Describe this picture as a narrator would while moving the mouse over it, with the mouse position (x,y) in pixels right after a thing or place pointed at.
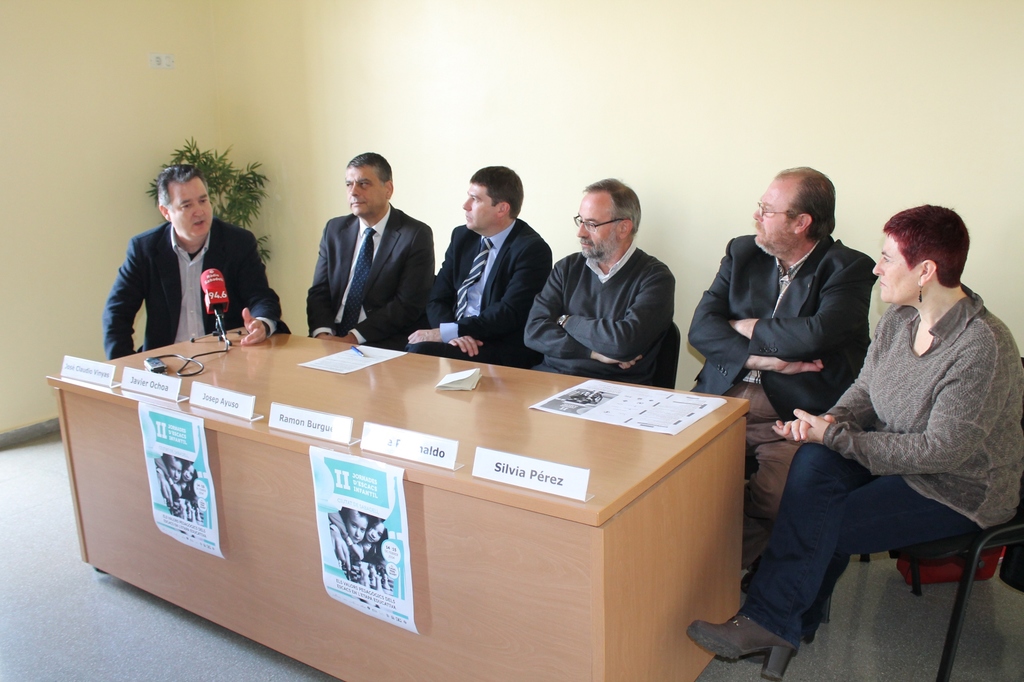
The picture is a meeting hall (560,177) where six people (505,323) are seated. In the center of the image (388,368) there is a desk (580,546) with name plates (534,468) on them and posters (363,494). On the left (223,336) end on the table (215,348) there is a microphone (220,302). A man (162,271) in blue suit (159,274) is talking, on the left side (191,226) the other five people (331,267) in the room (286,245) are listening. On the right side of the image (898,394) there is a woman (918,405) wearing a gray color dress (940,410). In the background (238,193) on the left side (233,175) there is a houseplant (229,184). On the right side (932,559) corner we can see the chair (962,577).
